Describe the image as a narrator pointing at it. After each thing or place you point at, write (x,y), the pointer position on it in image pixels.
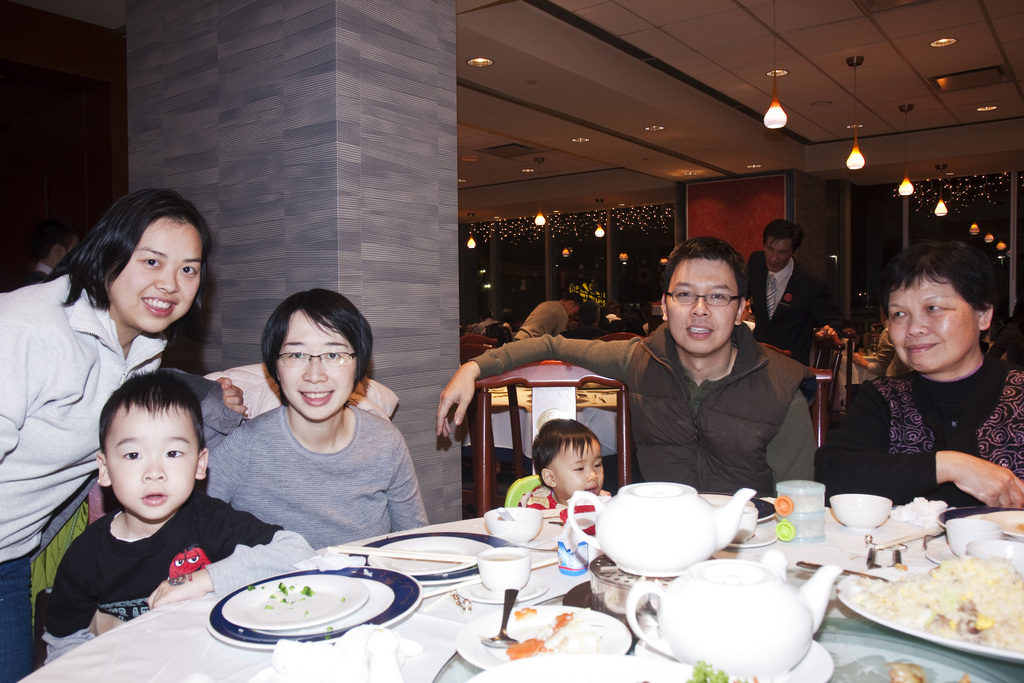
This picture describes about group of people (781,368), few (442,404) are seated on the chair (231,372) and few (116,376) are standing, in front of them we can find couple of plates (360,603), bowls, cups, spoons (509,595) and some food (970,568) on the table (862,538), in the background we can see couple of lights (781,111).
